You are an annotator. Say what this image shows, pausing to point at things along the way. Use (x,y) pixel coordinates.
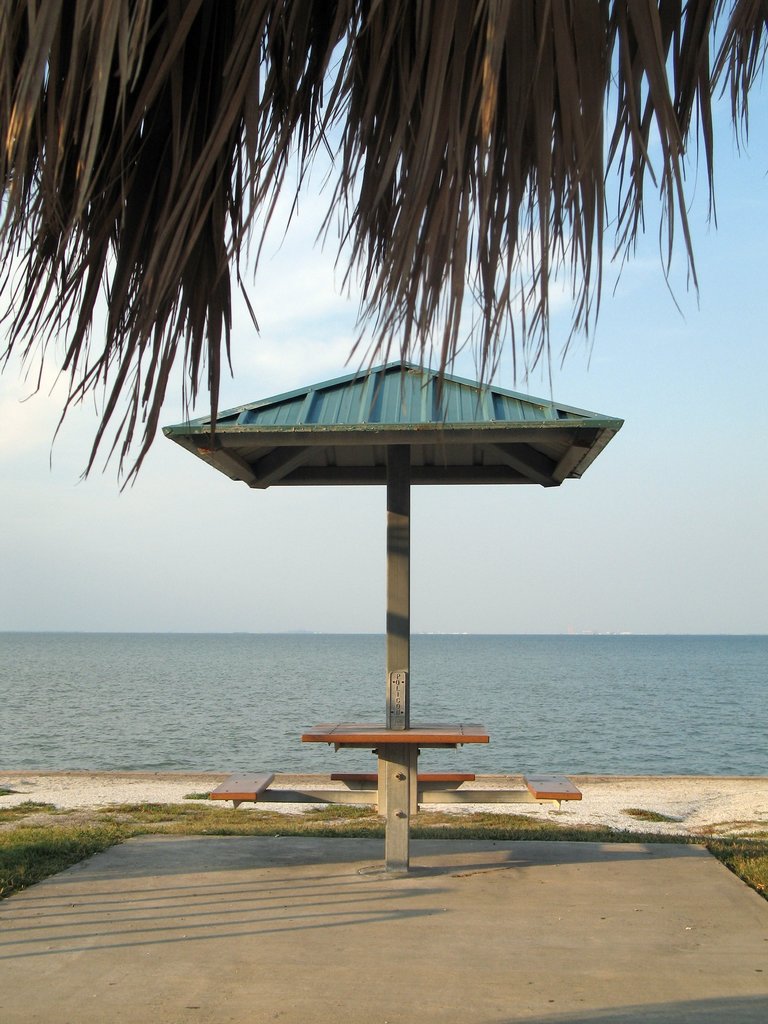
This image is taken outdoors. At the bottom of the image (272,947) there is a floor (263,917). In the background (133,683) there is a sea (214,708). In the middle of the image (263,421) there is a roof (487,413). At the top of the image (666,331) there is a sky (675,371) with clouds (340,274) and there are a few leaves (218,249) of a coconut tree (451,88).
